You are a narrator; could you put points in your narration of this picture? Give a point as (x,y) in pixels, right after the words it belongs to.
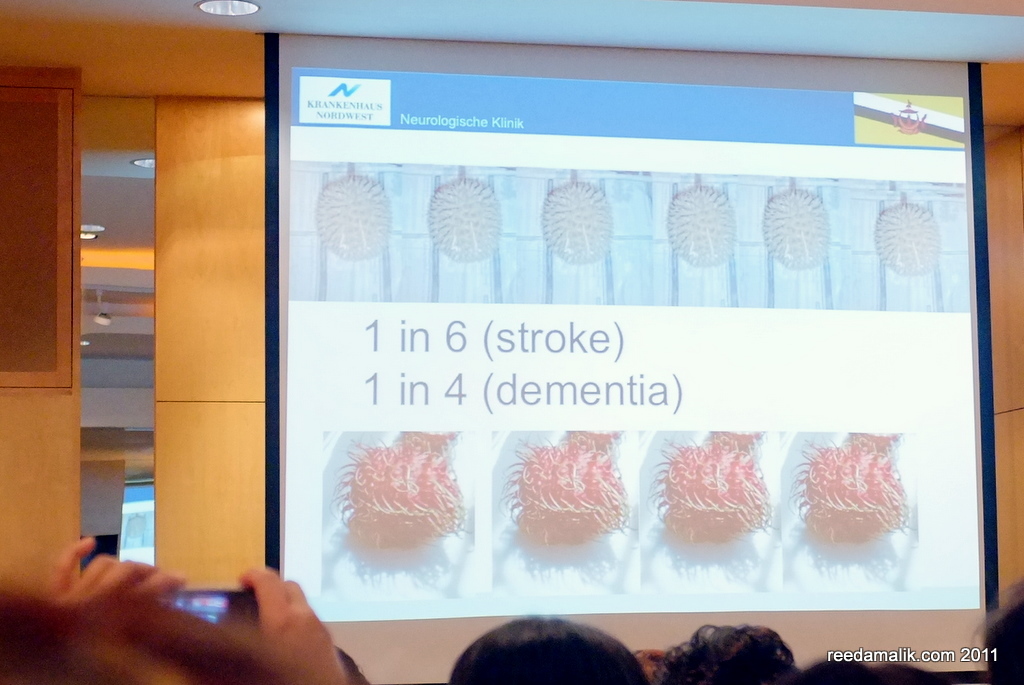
On the right side (809,267) it's a projected screen (661,393).
